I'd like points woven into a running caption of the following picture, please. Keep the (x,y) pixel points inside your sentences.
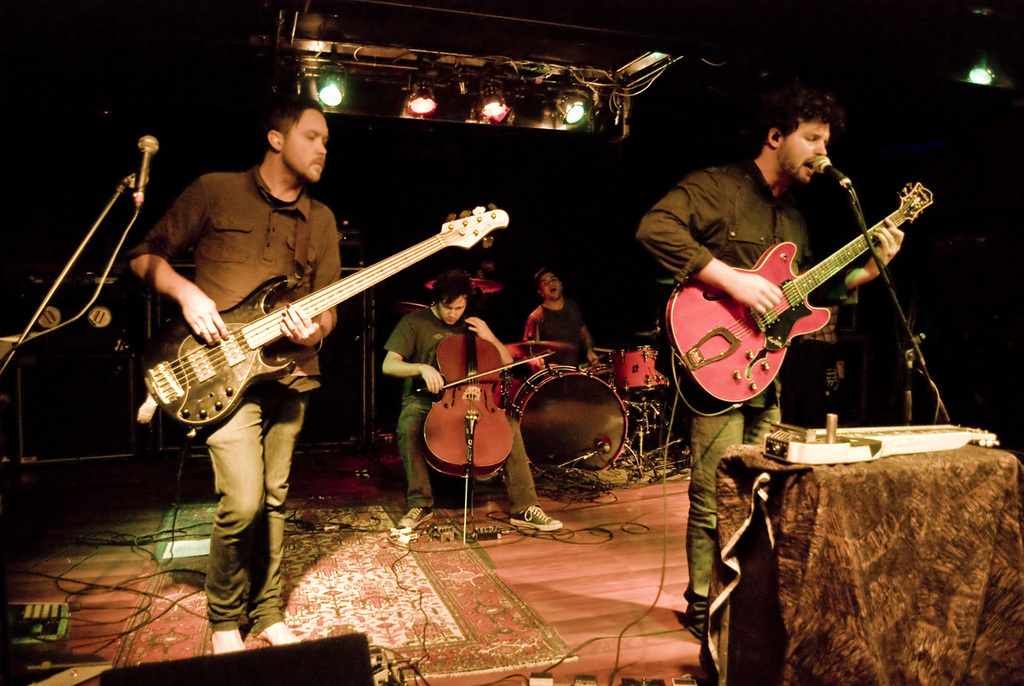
As we can see in the image there are lights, mics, wires (136,548) and few people (392,374) playing different types of musical instruments (715,386). There is wooden floor (610,587), mat (441,575) and table (840,539).
